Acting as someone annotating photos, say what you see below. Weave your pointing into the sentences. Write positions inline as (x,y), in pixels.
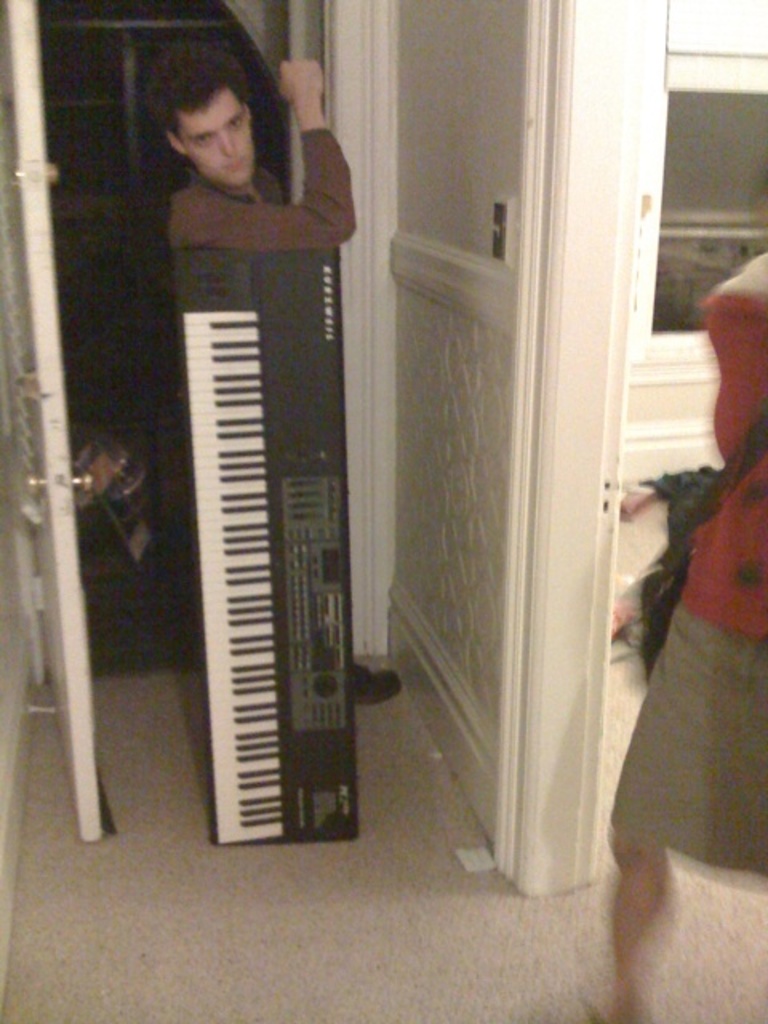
There is a person (162,105) standing in the center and this is a piano (220,614). This is a door (44,442) which is used to enter into the room (293,965). I think there is a woman (737,559) on the right side (762,315).
